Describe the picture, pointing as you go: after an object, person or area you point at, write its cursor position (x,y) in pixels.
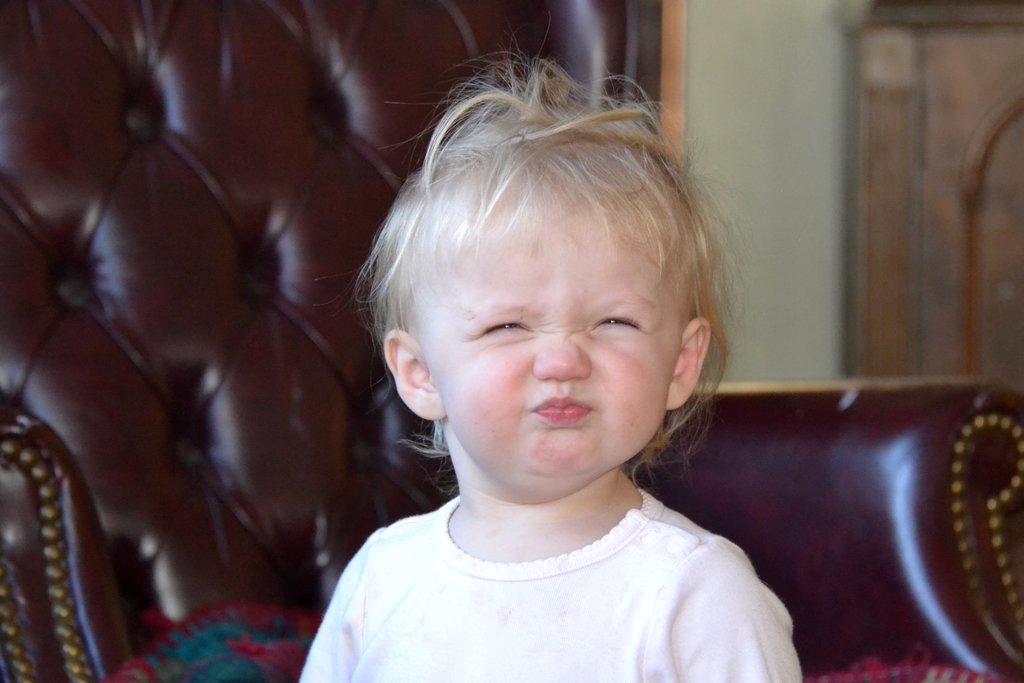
In this image we can see a child (437,396). Behind the child (434,385) we can see a couch (279,449). In the top right (859,136), we can see the wall (814,202) and a cupboard (897,206).
